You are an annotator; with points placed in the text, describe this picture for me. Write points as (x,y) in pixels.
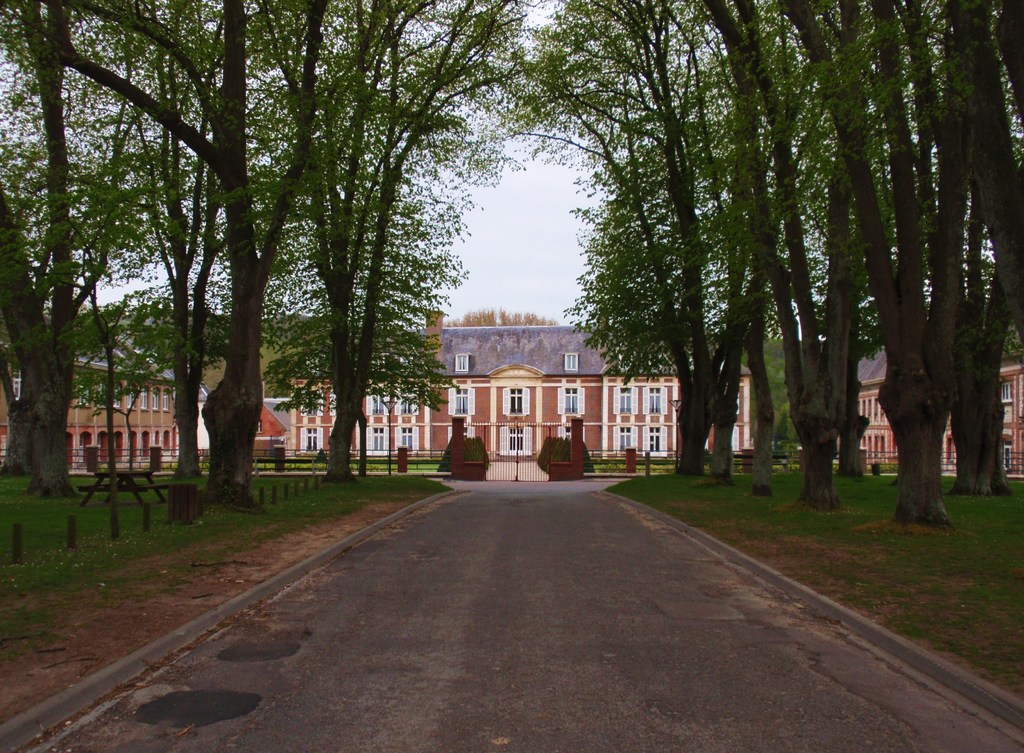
In the center of the picture (442,494) there is road (332,579). On the left (217,497) there are trees (238,469), grass (135,506), benches (130,481) and soil (288,535). On the right (881,331) there are trees (933,495), grass (890,497) and soil (833,550). In the center of the background (529,442) there are wall (454,448), gate (540,450), building (517,393) and tree (506,318).
